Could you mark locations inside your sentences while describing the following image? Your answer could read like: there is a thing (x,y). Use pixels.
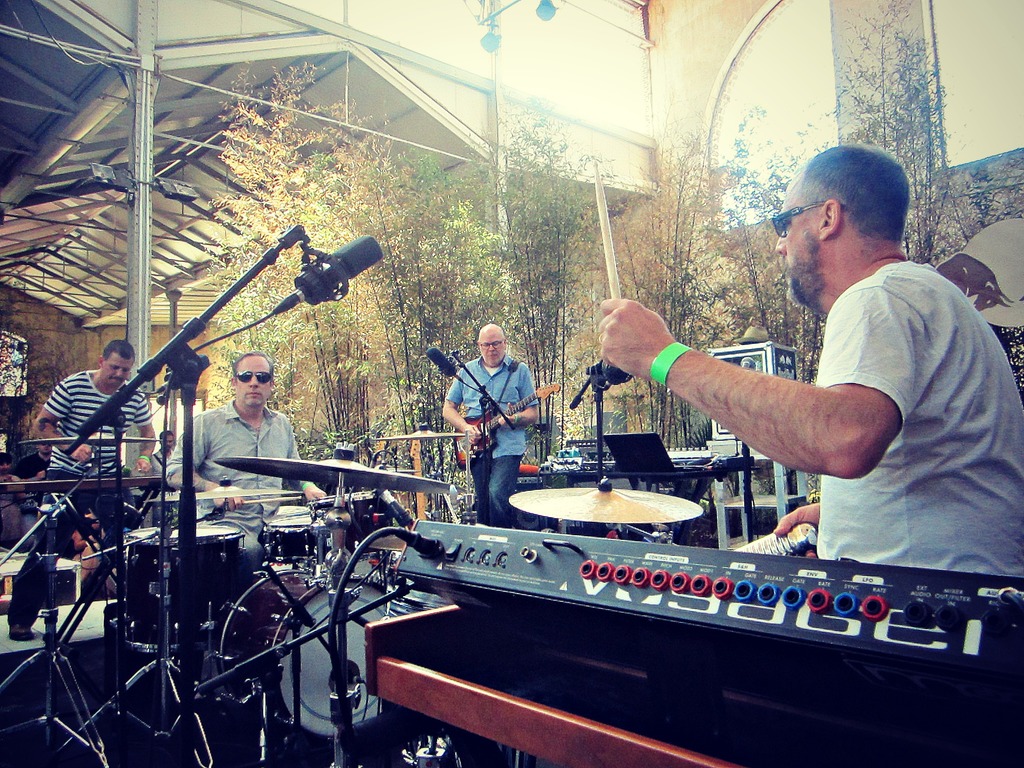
There are few people (249,431) on the stage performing by playing musical instruments (382,590) and here we can see mic (340,291) with stand (100,416). In the background (483,159) there is a building (48,118), trees (673,249) and boxes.
